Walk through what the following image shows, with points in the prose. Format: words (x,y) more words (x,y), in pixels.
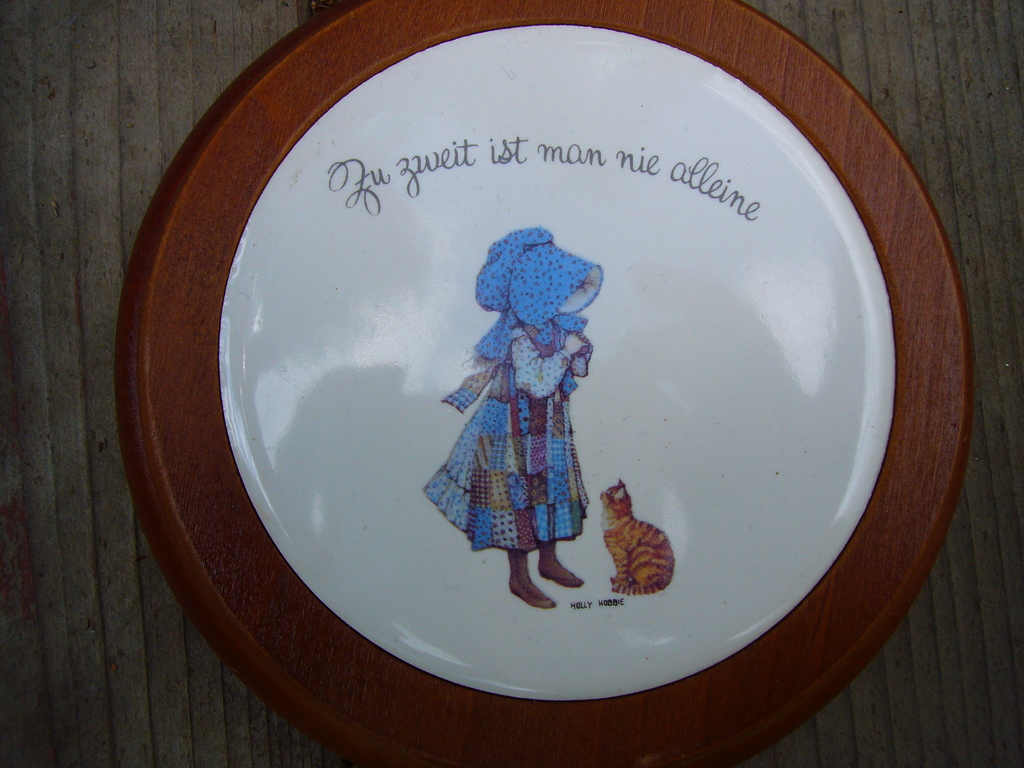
Here we can see a plate (789,544). On this plate (424,488) we can see picture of a person (455,518), cat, and text (723,200) written on it.
